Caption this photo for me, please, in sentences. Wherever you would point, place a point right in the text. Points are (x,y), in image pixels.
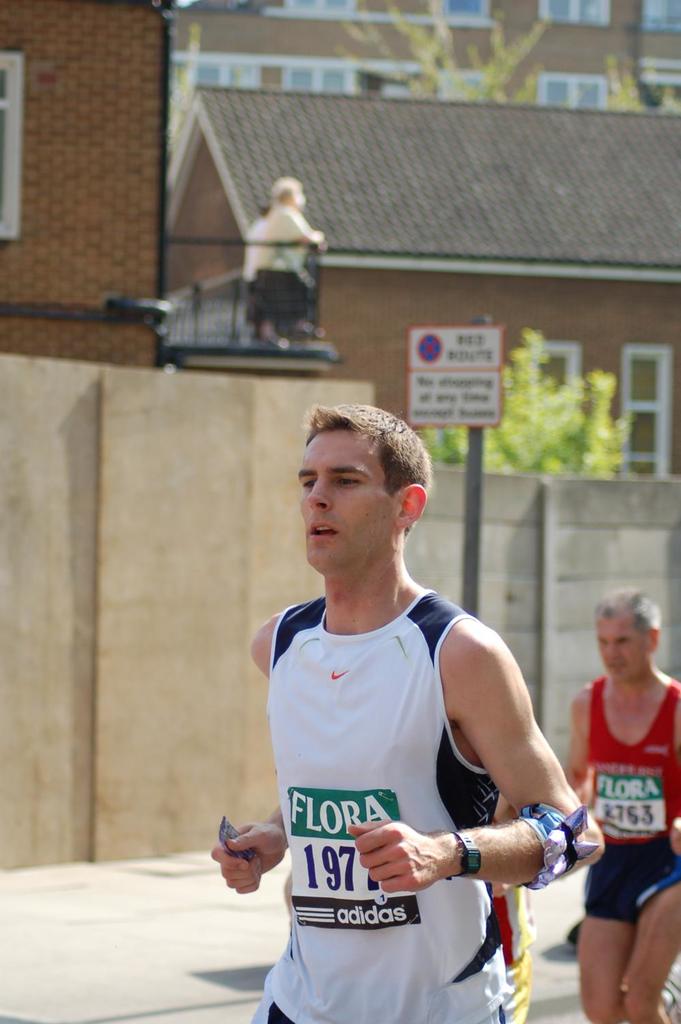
In the foreground of the picture (335,599) we can see a person (462,749) running. On the right (627,776) there is another person (641,708) running. In the background (301,132) there are houses (449,87), trees (503,433), board (483,370), wall (278,458), people (256,249) and other objects (244,306).
